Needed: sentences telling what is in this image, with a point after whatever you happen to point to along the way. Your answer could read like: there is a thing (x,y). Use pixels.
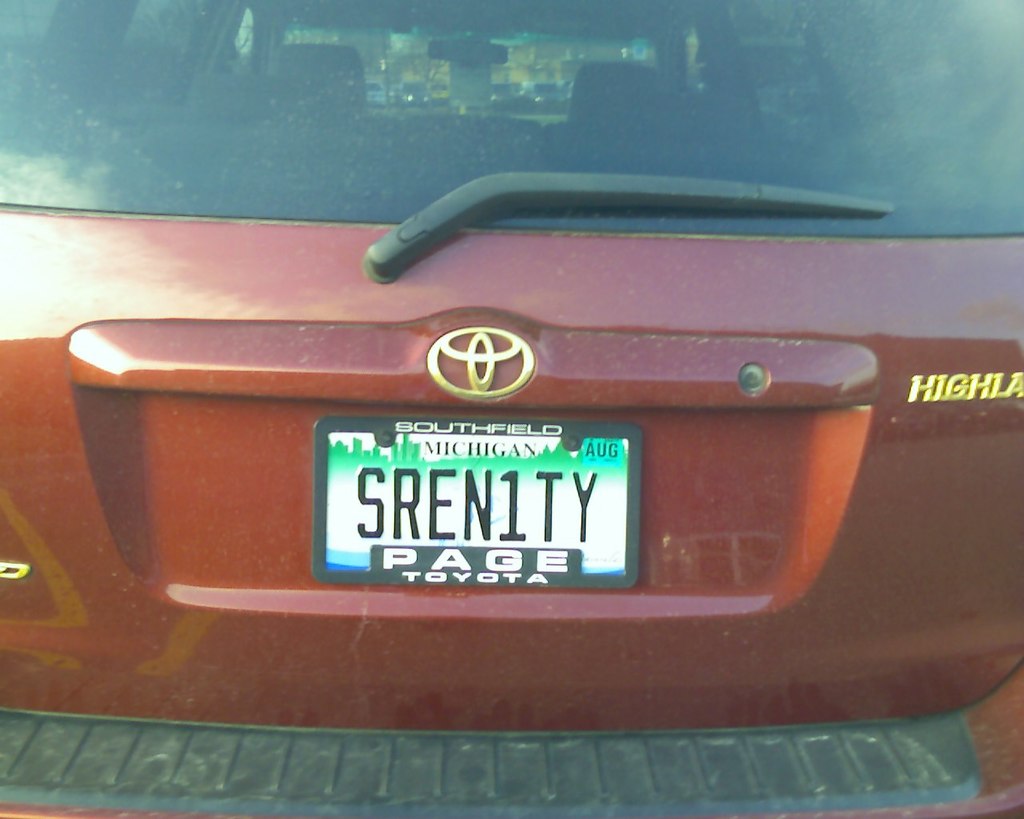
In this picture we can see a car (840,691) on the ground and the car (798,767) has a number plate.
